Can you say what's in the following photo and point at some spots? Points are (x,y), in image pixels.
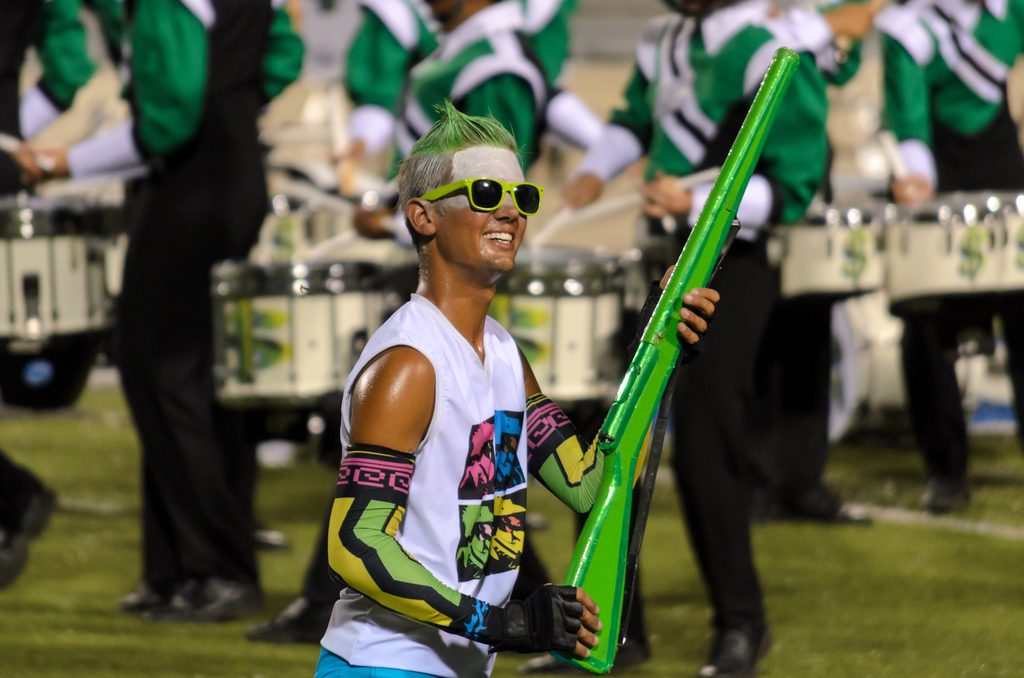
This image consists of a man (398,676) holding a gun (573,584) in green color. He is wearing shades (500,186). At the bottom (995,634), there is green grass (852,622). In the background (367,60), there are many people (514,57) playing drums (43,298). They all are wearing green shirts (77,83).
